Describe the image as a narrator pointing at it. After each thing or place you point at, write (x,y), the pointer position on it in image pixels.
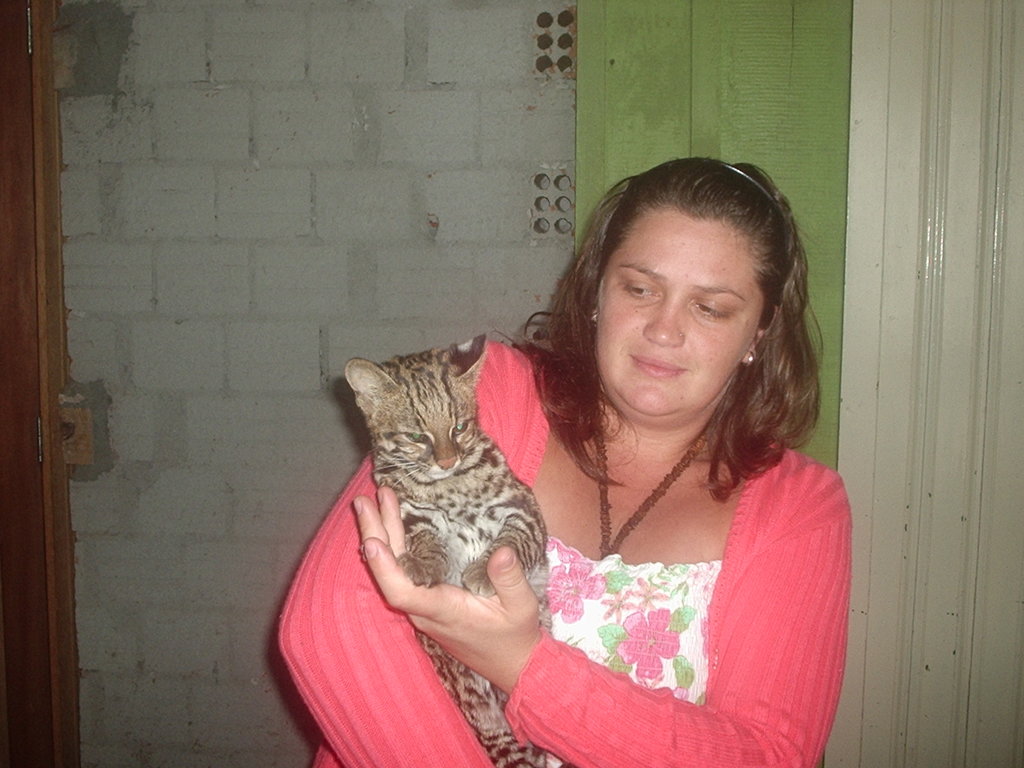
In this image I see a woman (573,416) who is wearing pink, white and green color dress (627,625) and I see that she is holding a cat (440,491) which is of white, grey and black color. In the background (355,336) I see the wall (317,196) and I see the rod (52,301) over here and I see the white and green color thing (785,142) over here.
